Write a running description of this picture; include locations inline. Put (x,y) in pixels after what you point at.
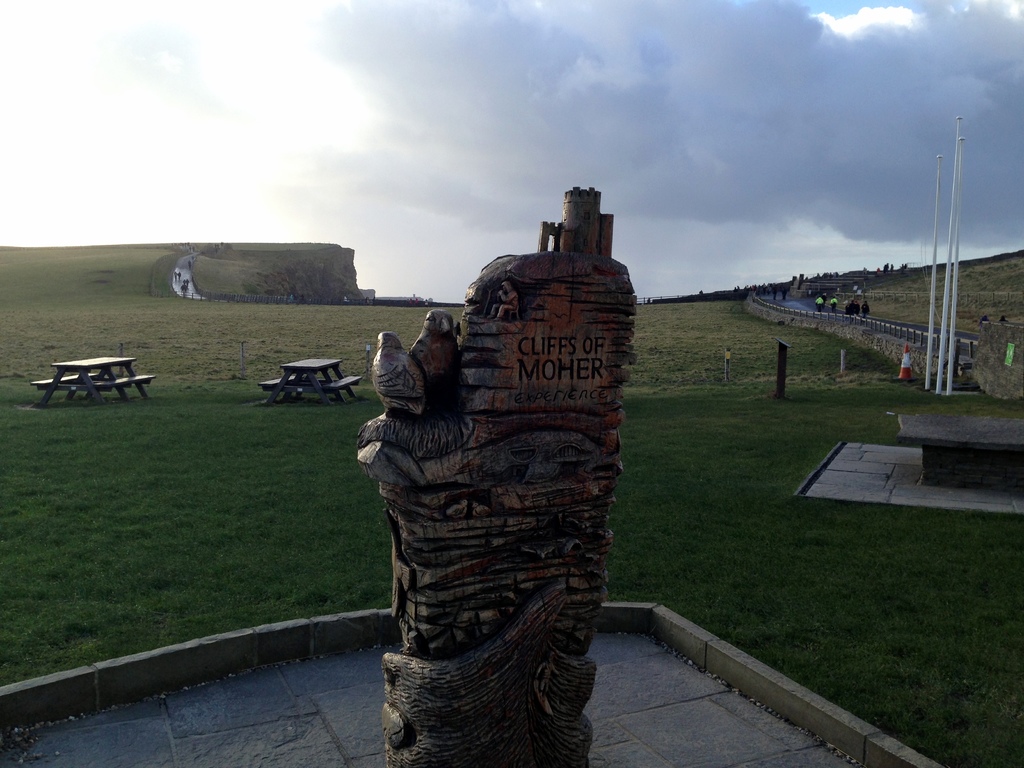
In this image there is a pillar shape sculpture (420,610) with birds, beside them there is a grass ground (316,423) with some benches (1017,422) and also there is a road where people (864,311) are walking, also there are some white poles (949,382).
